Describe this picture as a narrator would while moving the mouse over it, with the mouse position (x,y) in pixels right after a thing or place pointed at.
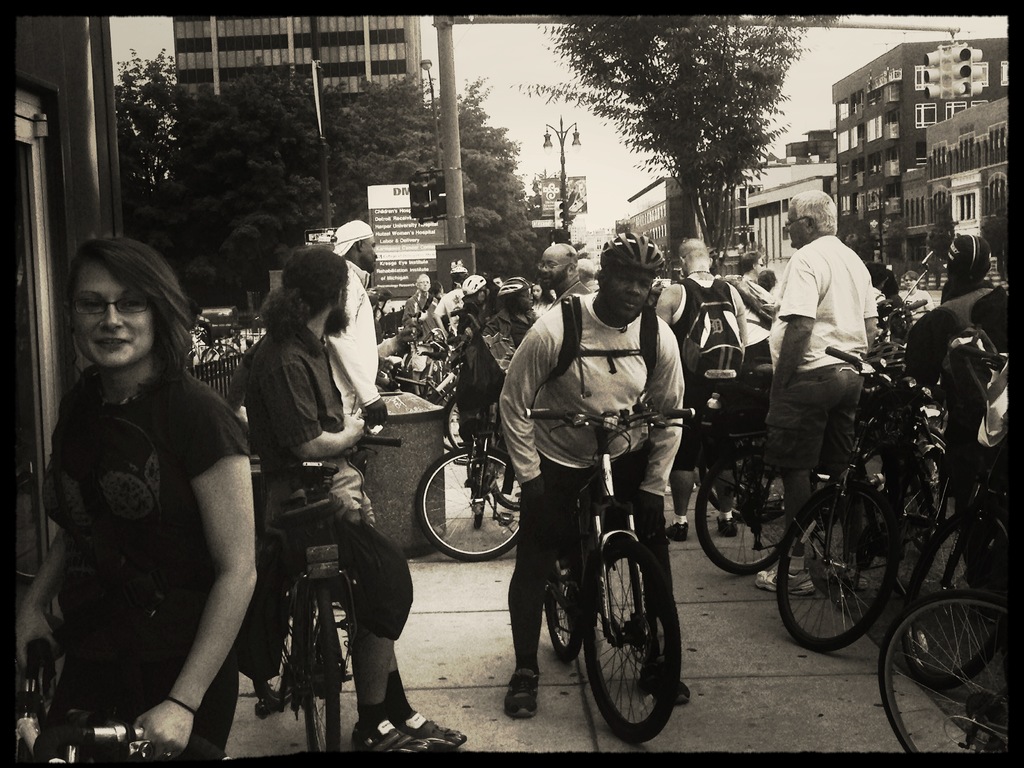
In this image there are group of people (603,411) who are sitting on a cycle (649,412) and some of them are standing on the background (296,107) there is sky (553,69) and trees (605,108) on the right side (855,150) there are buildings (669,217) on the left side (43,237) there is one door (25,323).
